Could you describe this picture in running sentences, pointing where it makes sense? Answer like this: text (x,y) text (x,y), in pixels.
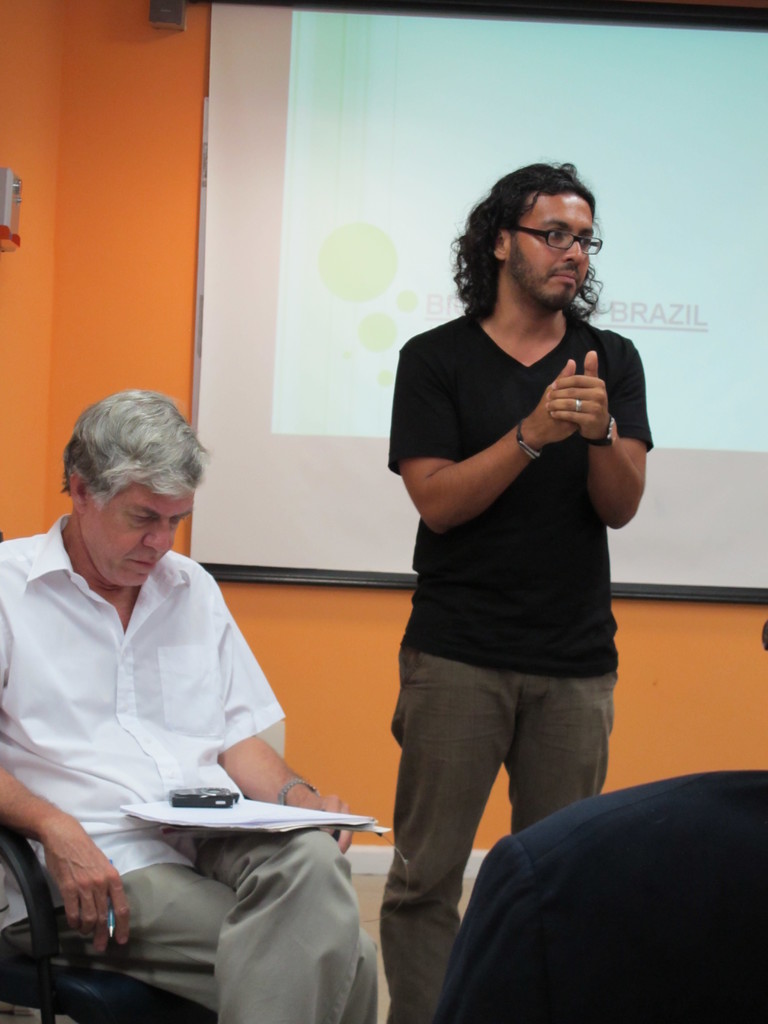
In this image we can see this person (186,677) wearing white shirt (74,787) is holding a pen (110,931) and papers (238,802) is sitting on the chair (185,1009). Here we can see this person (453,486) wearing black T-shirt (569,576) is standing. In the background (576,138), we can see a projector screen (381,267) and orange color wall (144,340).
